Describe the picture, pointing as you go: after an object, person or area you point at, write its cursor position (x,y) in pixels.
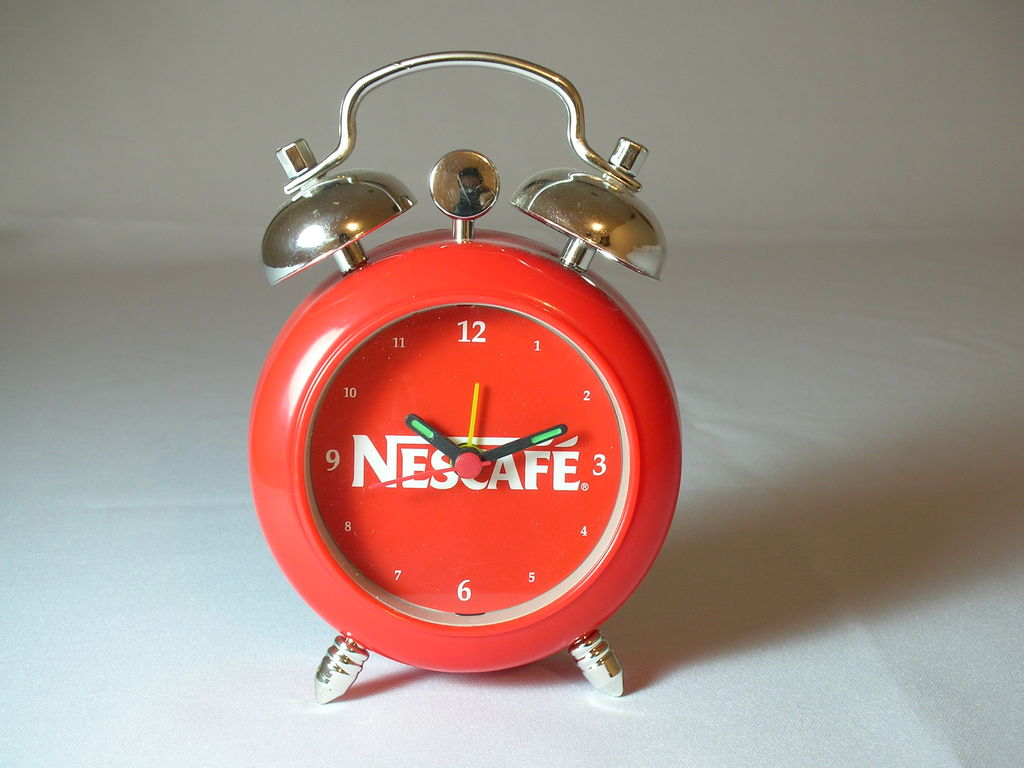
In the image there is a clock (302,479) on the table (245,730), the clock (429,349) is in red color.
